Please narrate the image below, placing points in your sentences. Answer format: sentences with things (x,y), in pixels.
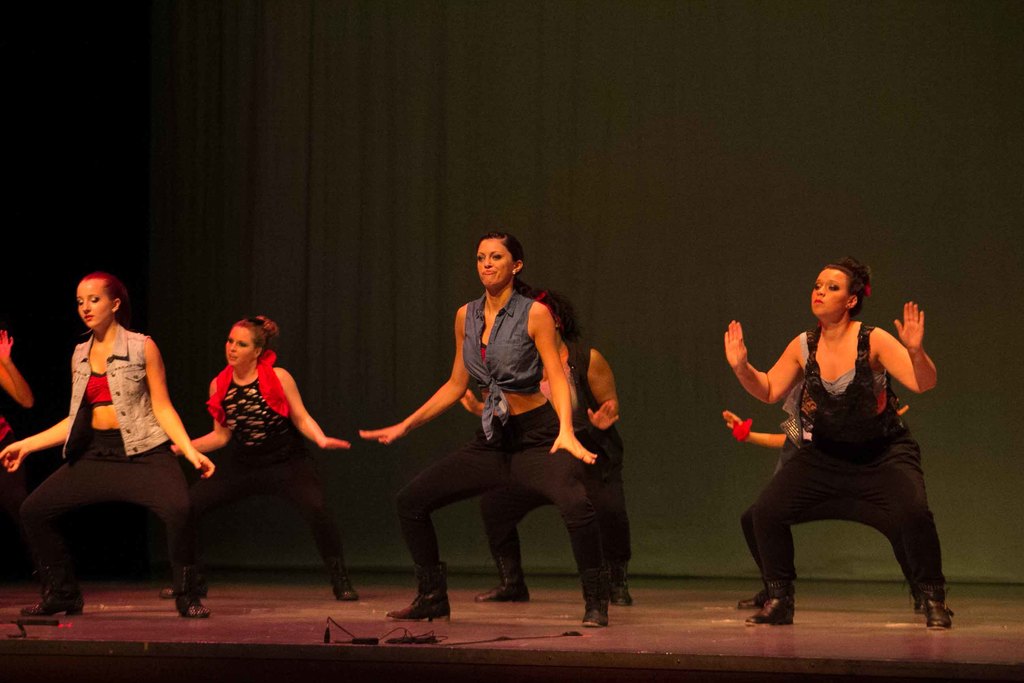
There are few women (529,409) dancing on stage (443,632).
